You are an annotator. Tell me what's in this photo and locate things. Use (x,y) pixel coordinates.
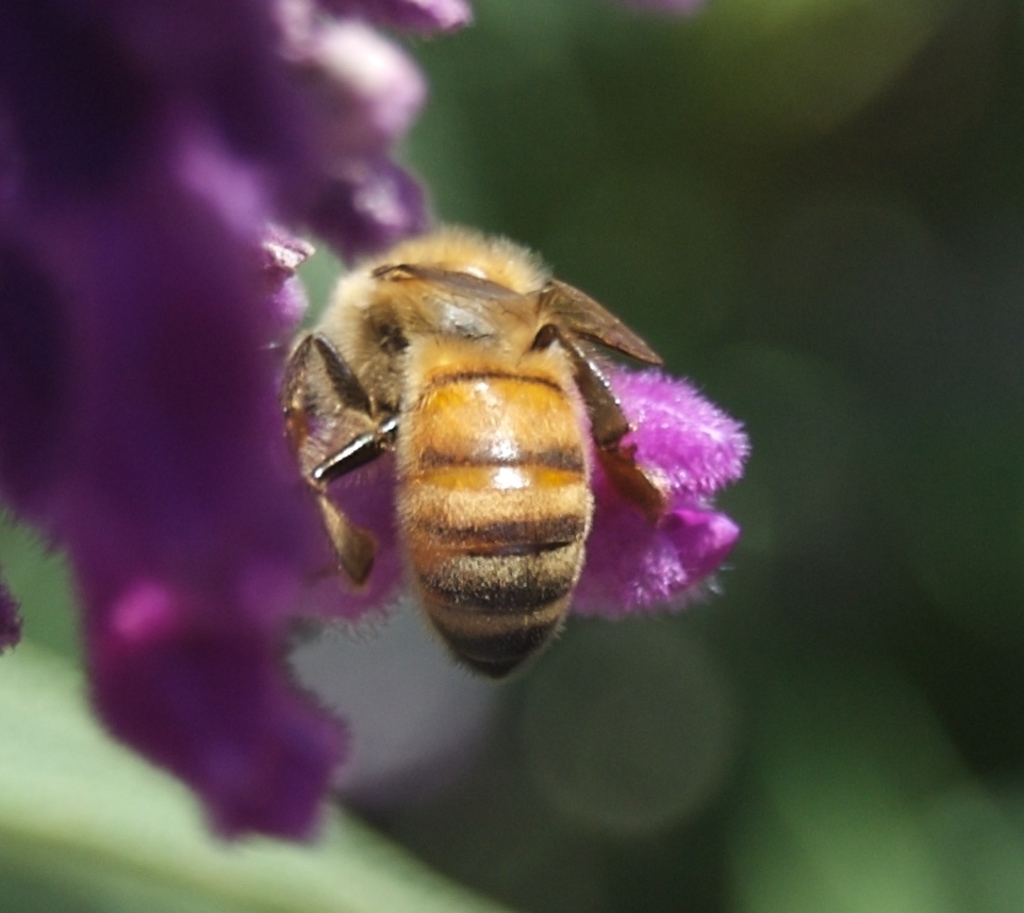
In this image there is a bee (385,401) on the flower (155,301). The background (874,767) is blurred.
